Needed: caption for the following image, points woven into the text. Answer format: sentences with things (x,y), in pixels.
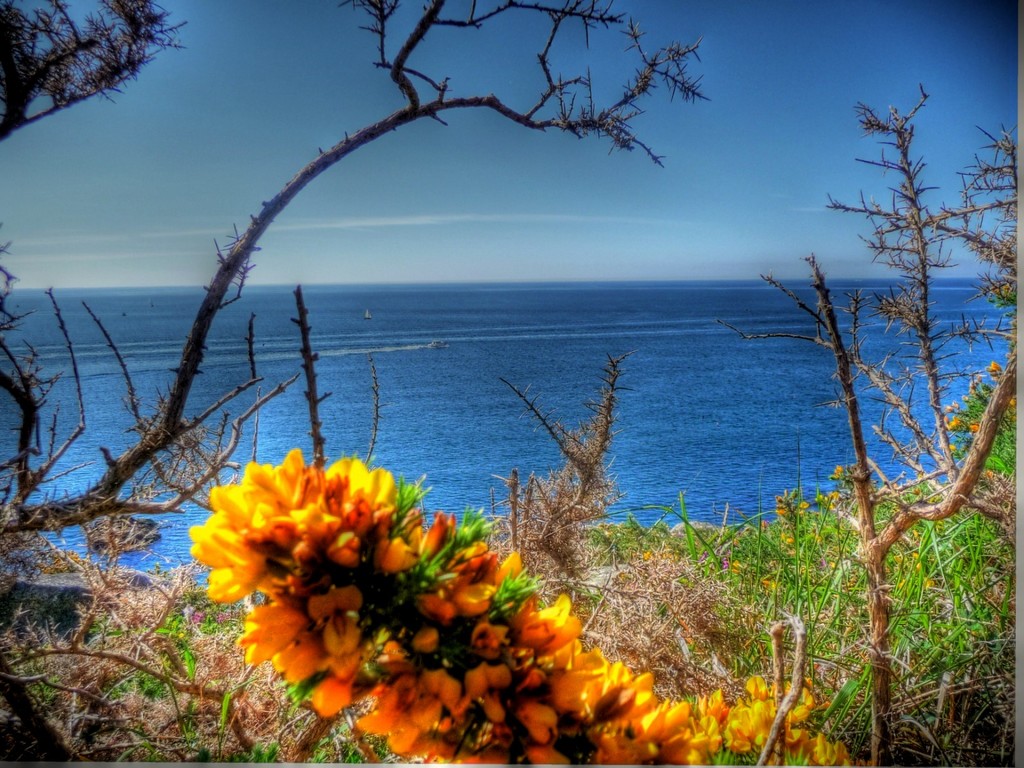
In this picture we can see trees (26,711), flowers (308,529) and we can see water (552,337), sky (727,188) in the background (727,188).
